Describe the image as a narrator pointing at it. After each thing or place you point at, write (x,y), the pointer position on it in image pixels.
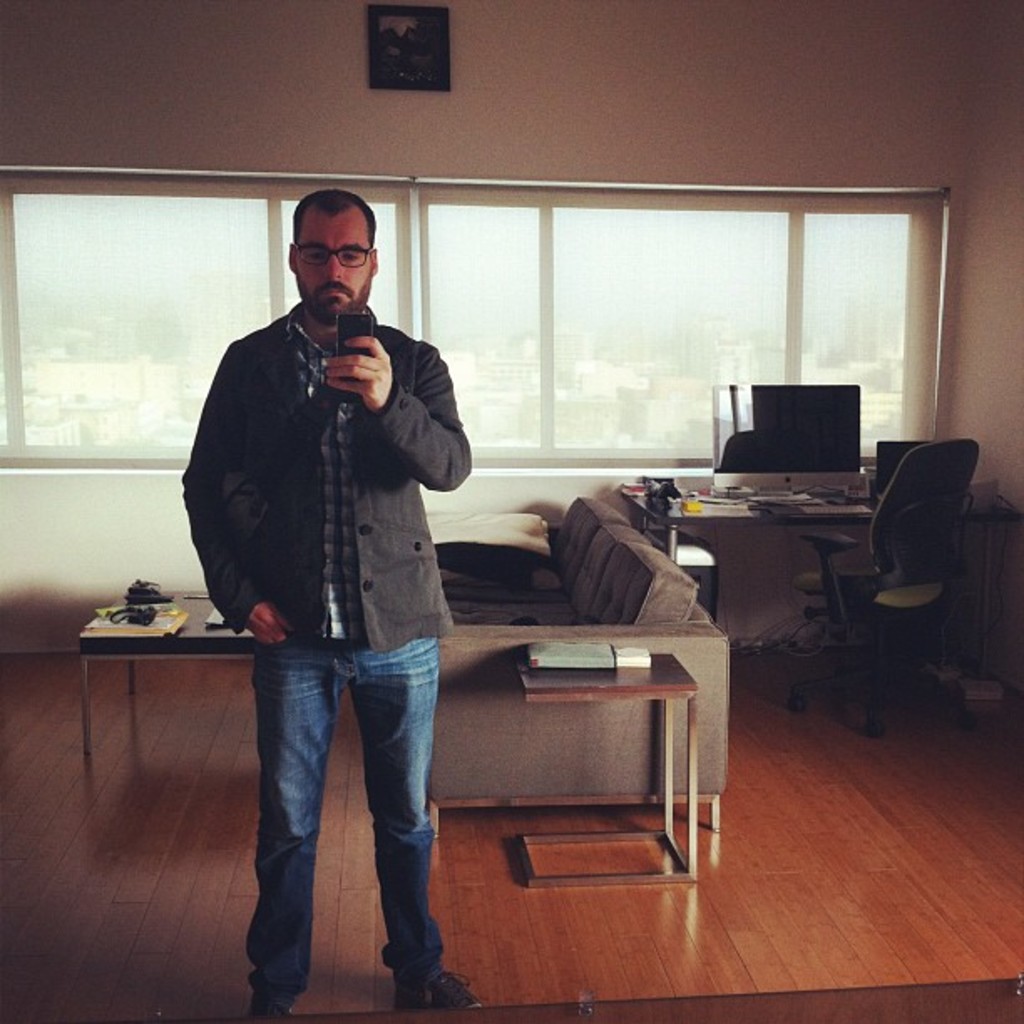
In this image we can see a man (334,455) wearing a black jacket (393,354) is holding a mobile phone (339,354) in his hands (359,367). In the background of the image (617,761) we can see sofa set (550,610), chairs (848,541), system (803,466), table (523,680) and glass window (169,385). There is a wall hanging (390,77) on the wall (485,20). We can see buildings (571,339) through the glass windows (551,399).
